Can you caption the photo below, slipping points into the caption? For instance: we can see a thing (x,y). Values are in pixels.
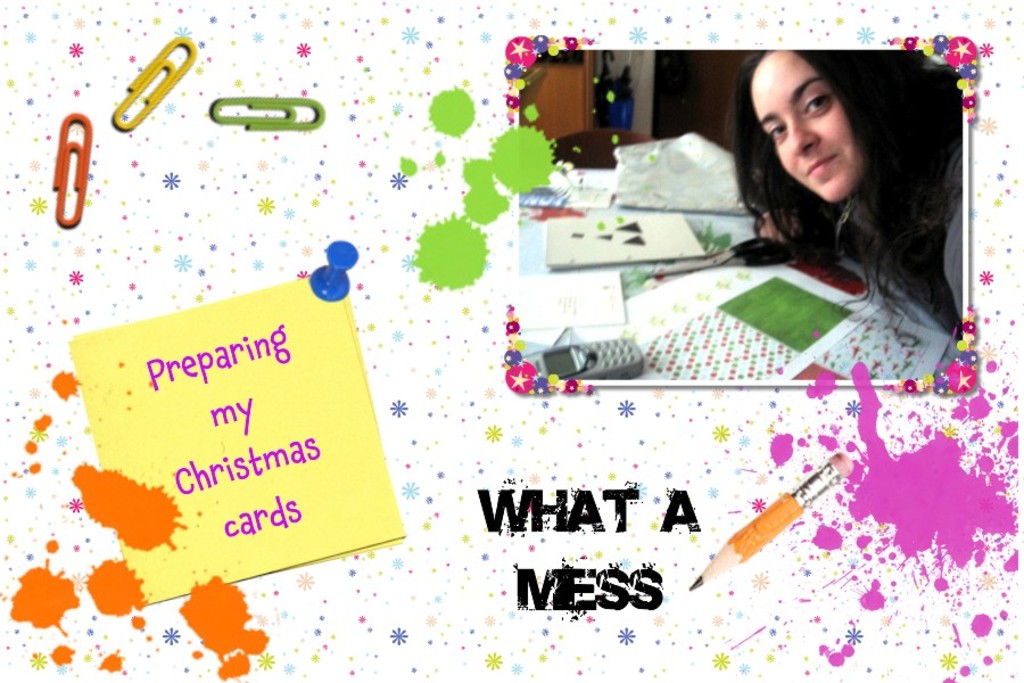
In the picture we can see a greeting card (191,584) of some colors on it and we can see a note (180,593) on it as preparing my Christmas cards and beside it, we can see an image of a woman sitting near the desk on the desk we can see some papers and paintings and under it we can see an image (837,467) of a pencil (748,555).
